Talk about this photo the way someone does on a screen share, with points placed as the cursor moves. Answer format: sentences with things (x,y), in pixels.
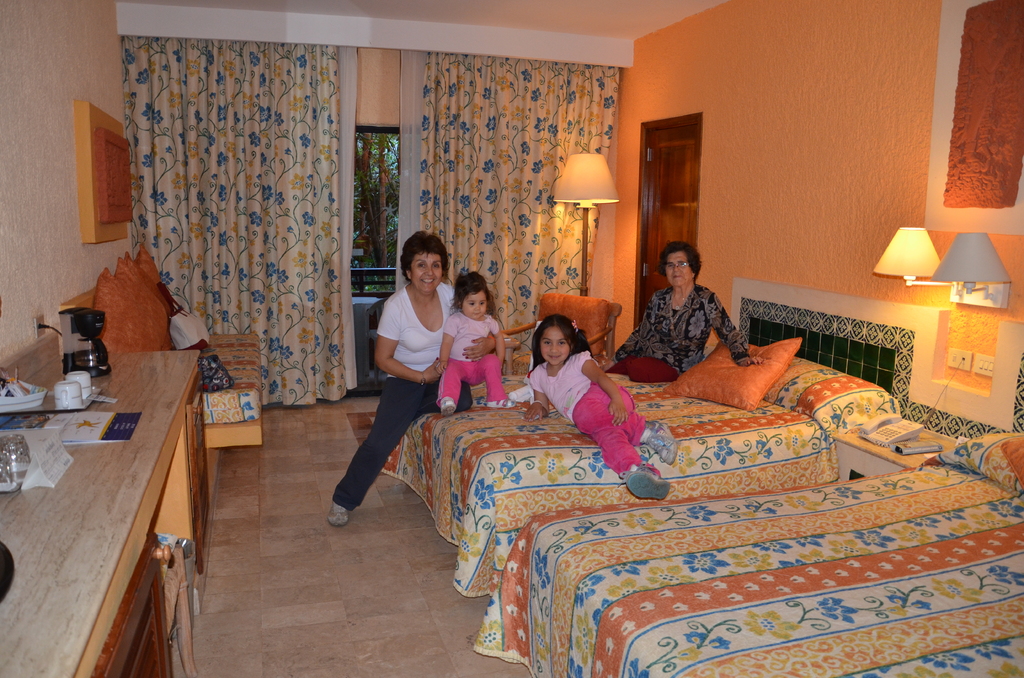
This picture we can see the bed (549,478) which is covered with colorful cloth (564,481) two children (553,382) sitting on the bed (496,421) and two Women's (399,402) are sitting on the bed (738,431) beside there is a couch (254,394) and pillows (163,306) back side there is a cloth (421,179) which is hang to the window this is a complete room (586,187).
